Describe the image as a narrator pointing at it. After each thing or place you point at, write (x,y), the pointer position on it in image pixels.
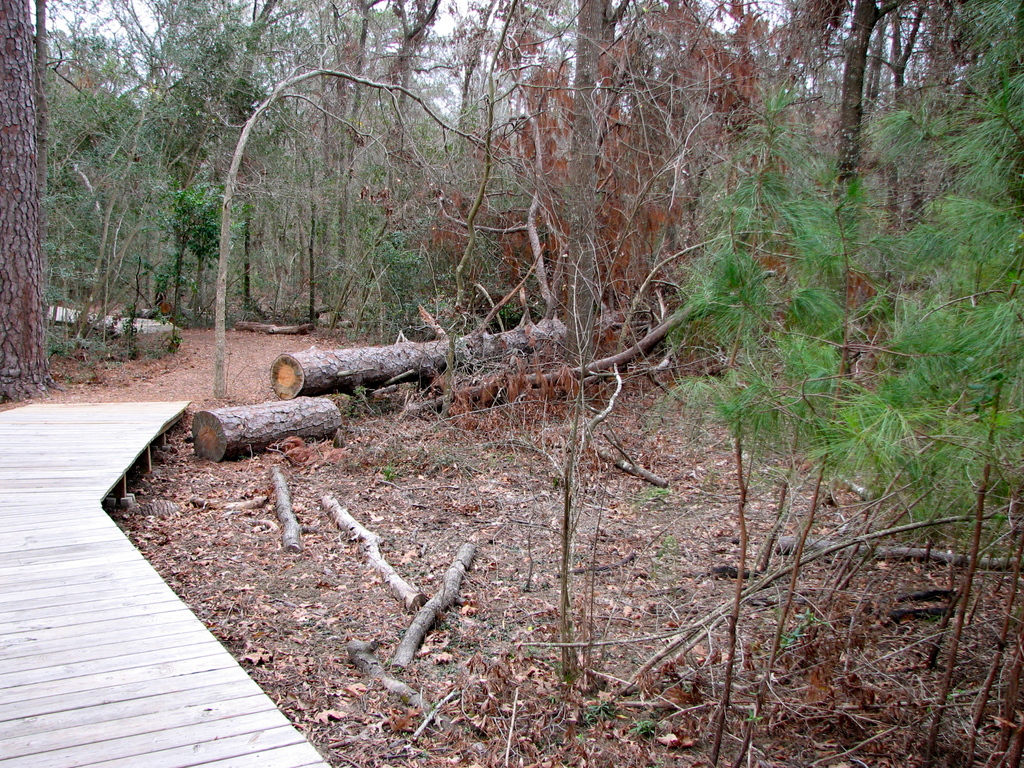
In this picture there is a view of the forest (479,281). In the front (314,390) there is a wooden trunks (308,398). On the left side (71,545) there is a small wooden bridge (107,594).
